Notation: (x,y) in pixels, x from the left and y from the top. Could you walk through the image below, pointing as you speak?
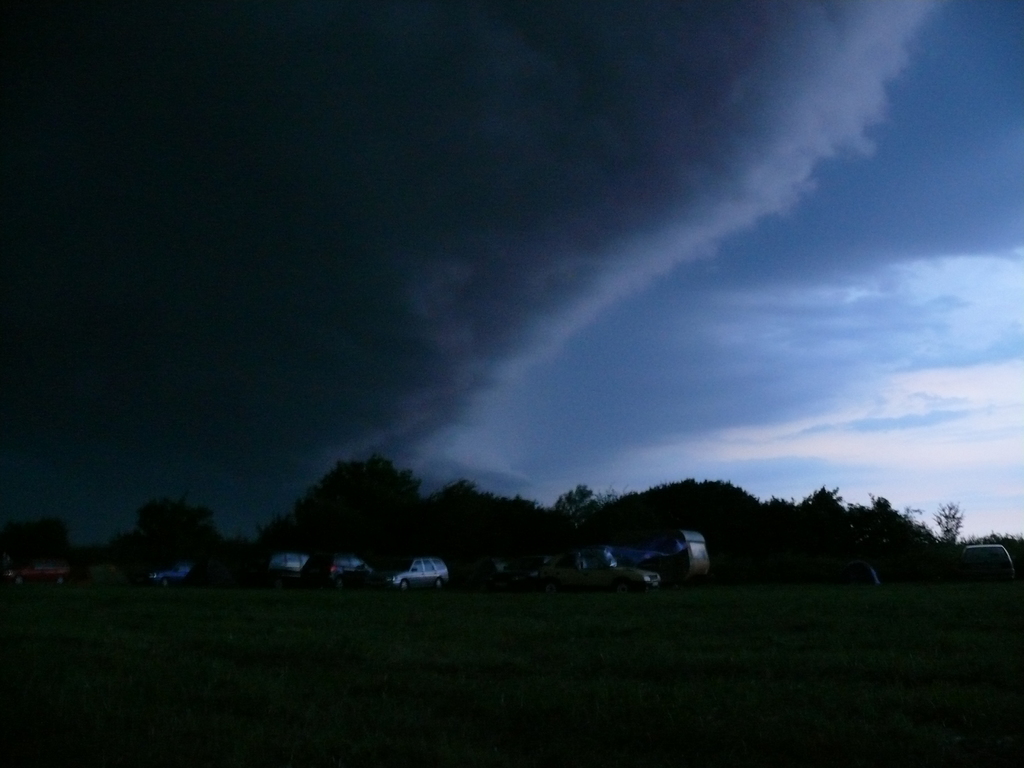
In this picture we can see a few vehicles (988,569) and trees (423,525) in the background (481,551). Sky (646,419) is cloudy.
